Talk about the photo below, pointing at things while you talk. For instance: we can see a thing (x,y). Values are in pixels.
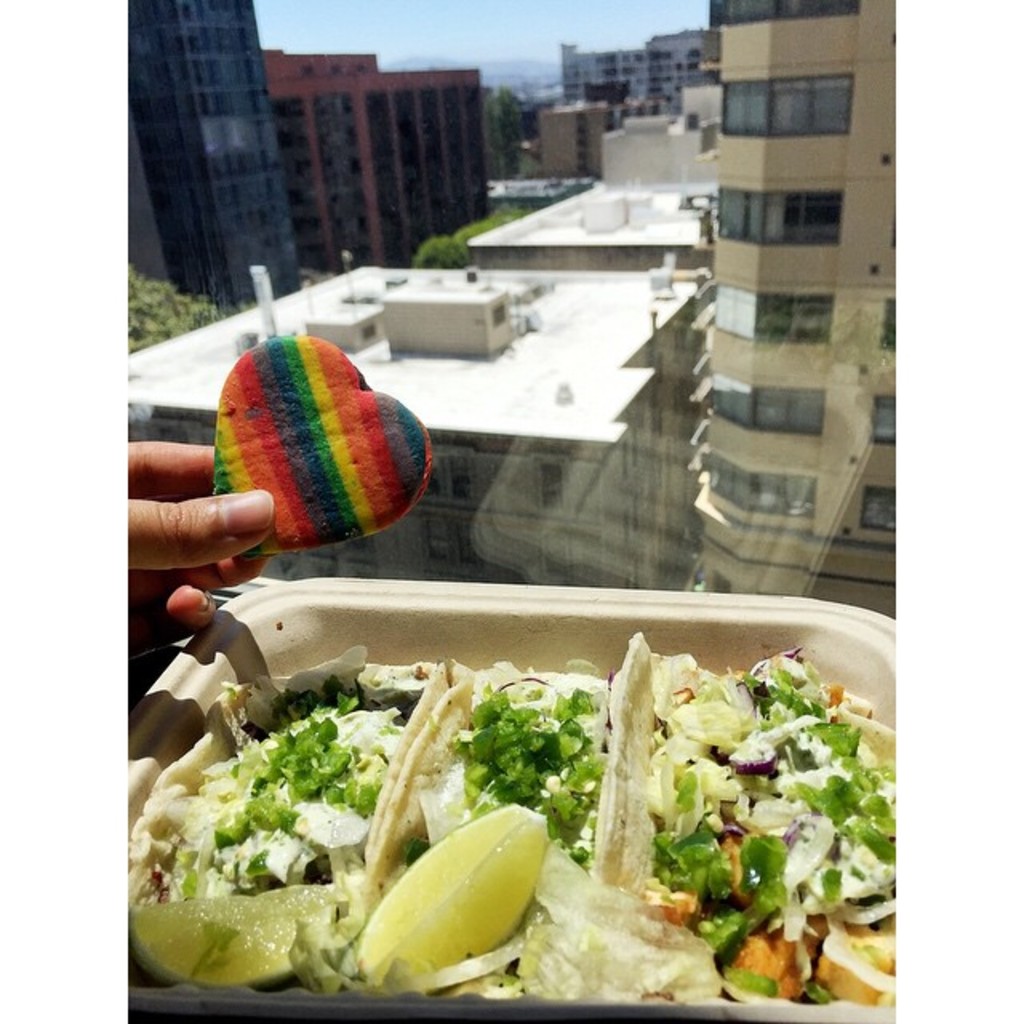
In this image, we can see a person's hand (227,510) holding biscuit (335,479) and there is a food item (513,722) on the plate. In the background (438,176), there are buildings (570,133) and trees (492,118).
